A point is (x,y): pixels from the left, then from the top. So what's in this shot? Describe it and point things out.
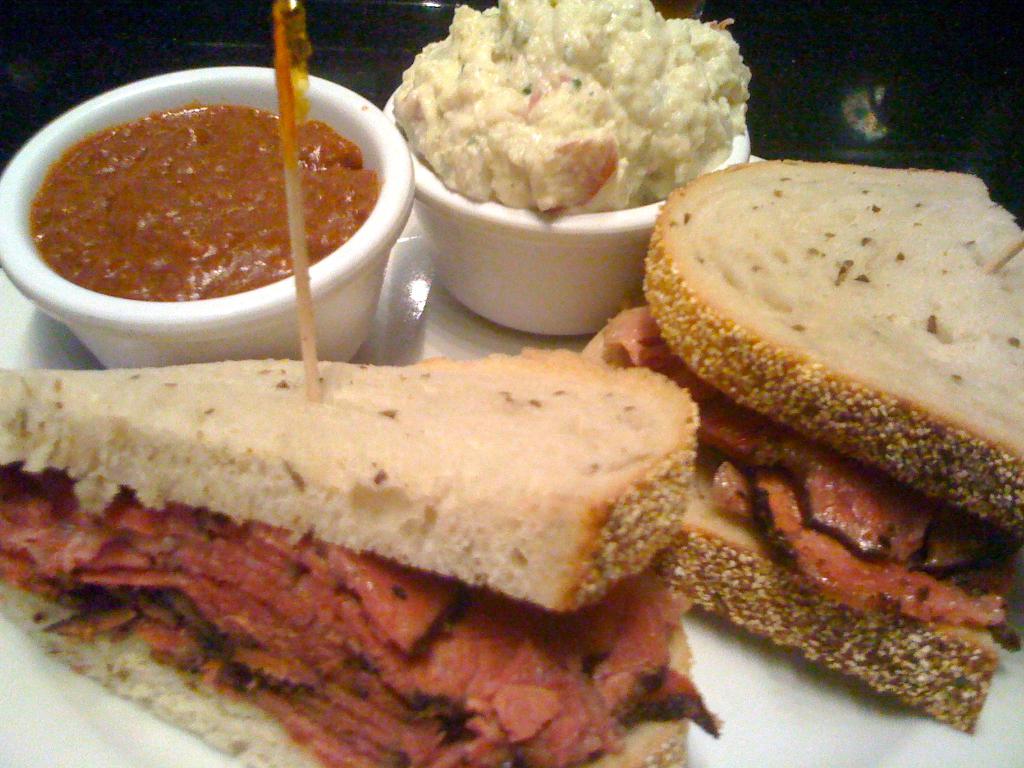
In this image we can see a serving plate (833,709) which has stuffed sandwiches (440,555) and two bowls (473,118) of dips (334,170) in them.
